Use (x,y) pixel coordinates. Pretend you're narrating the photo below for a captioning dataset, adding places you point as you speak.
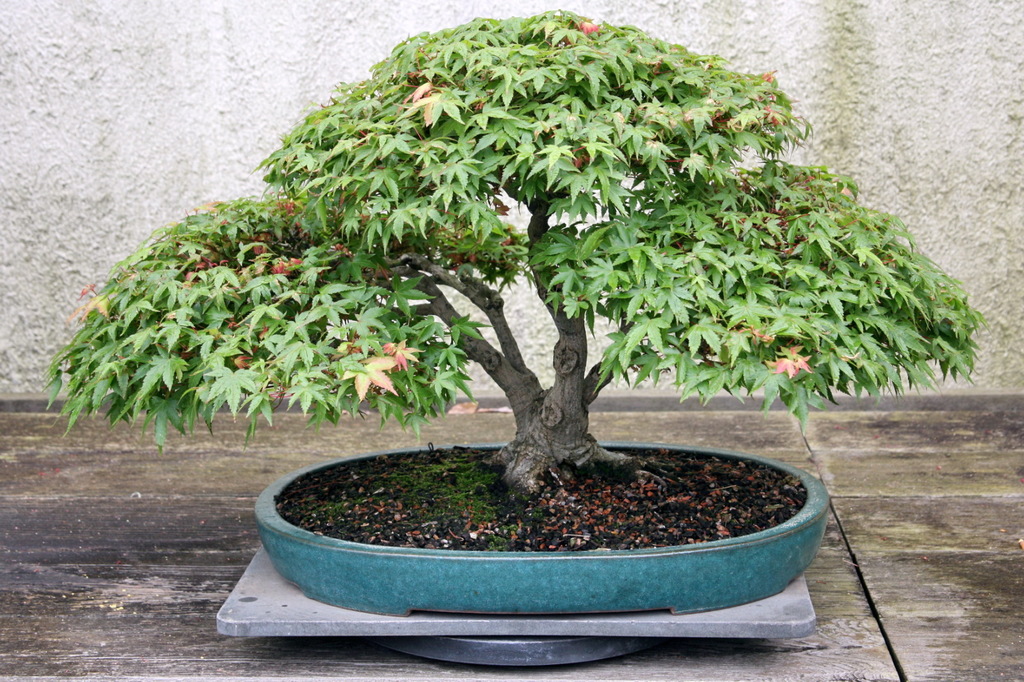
In this picture we can see a tree (436,325) in a flower pot (686,549) with soil (398,504) and this flower pot (704,550) is placed on a metal sheet (332,628) and this metal sheet (723,631) is on a floor (174,545) and in background (737,42) we can see a wall (237,117).
